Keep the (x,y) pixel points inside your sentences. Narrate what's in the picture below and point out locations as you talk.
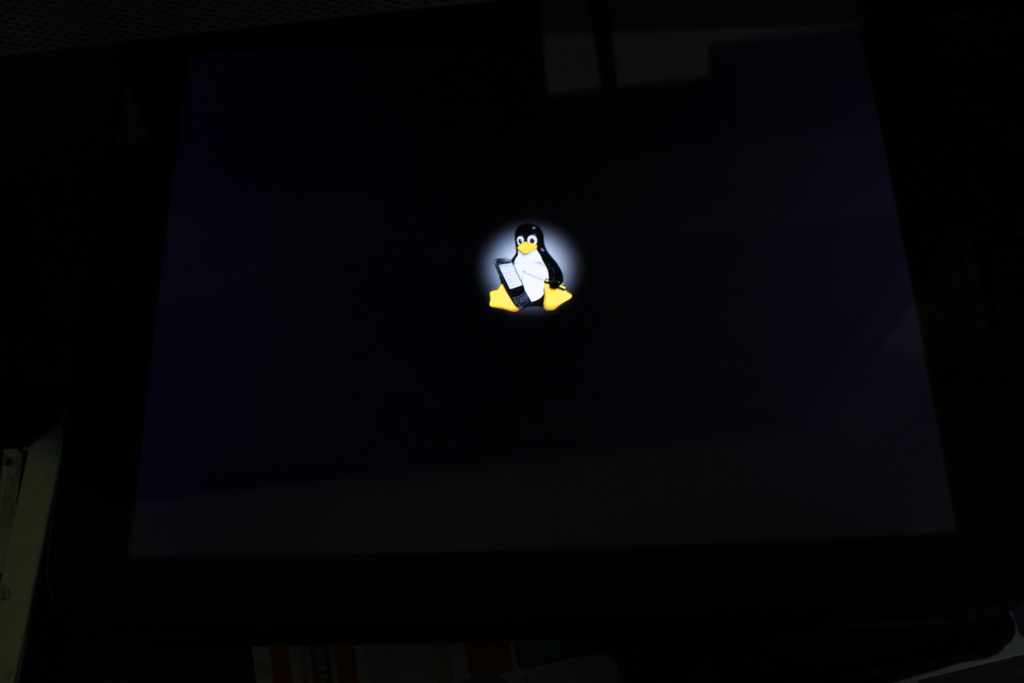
This is penguin (531,285), this is black color.
